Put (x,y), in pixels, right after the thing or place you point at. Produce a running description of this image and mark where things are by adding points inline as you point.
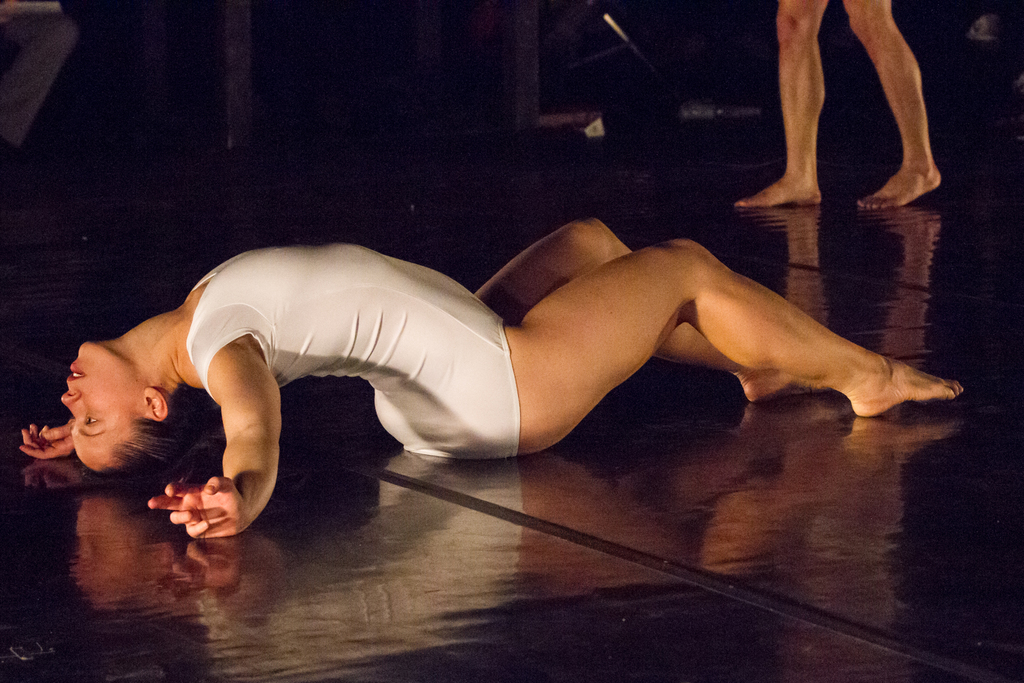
In this image in the center (524,357) there is one woman (229,389) who is playing, at the bottom (693,532) there is floor (716,512) and in the background (910,94) there is another person's legs (892,69) are visible and some objects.
